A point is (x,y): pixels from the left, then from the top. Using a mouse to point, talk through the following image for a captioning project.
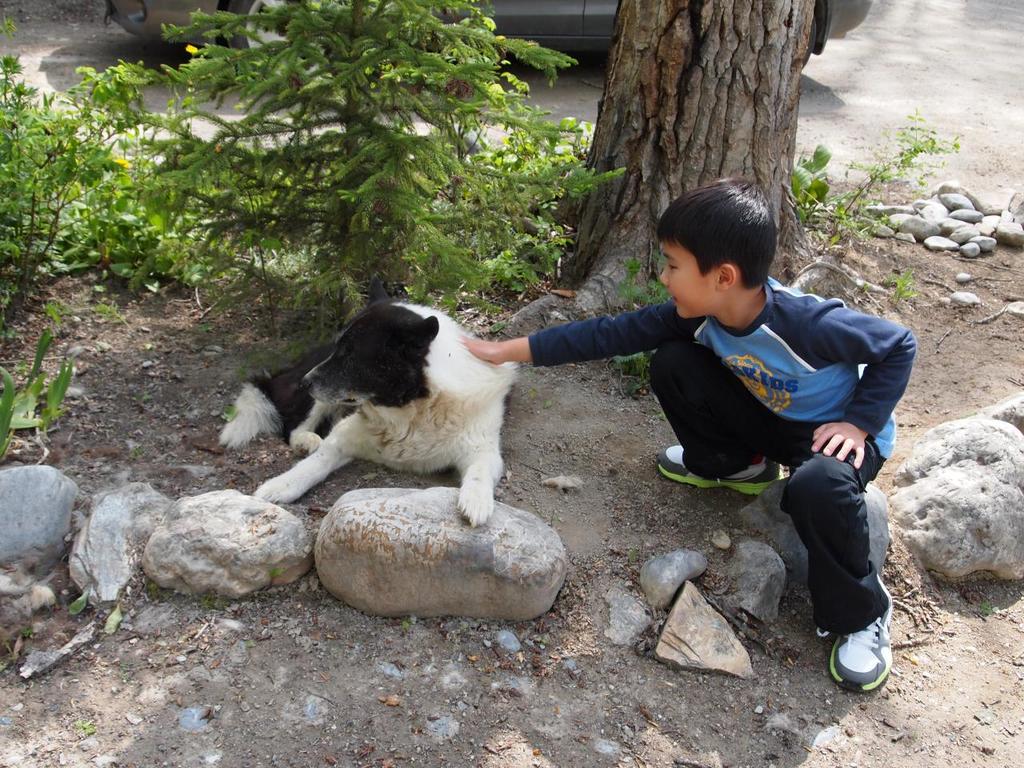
In this picture there is a boy (708,365) and a dog (409,432). There is a tree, plant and a car (583,41). There are few stones (398,589) on the ground (305,625).
